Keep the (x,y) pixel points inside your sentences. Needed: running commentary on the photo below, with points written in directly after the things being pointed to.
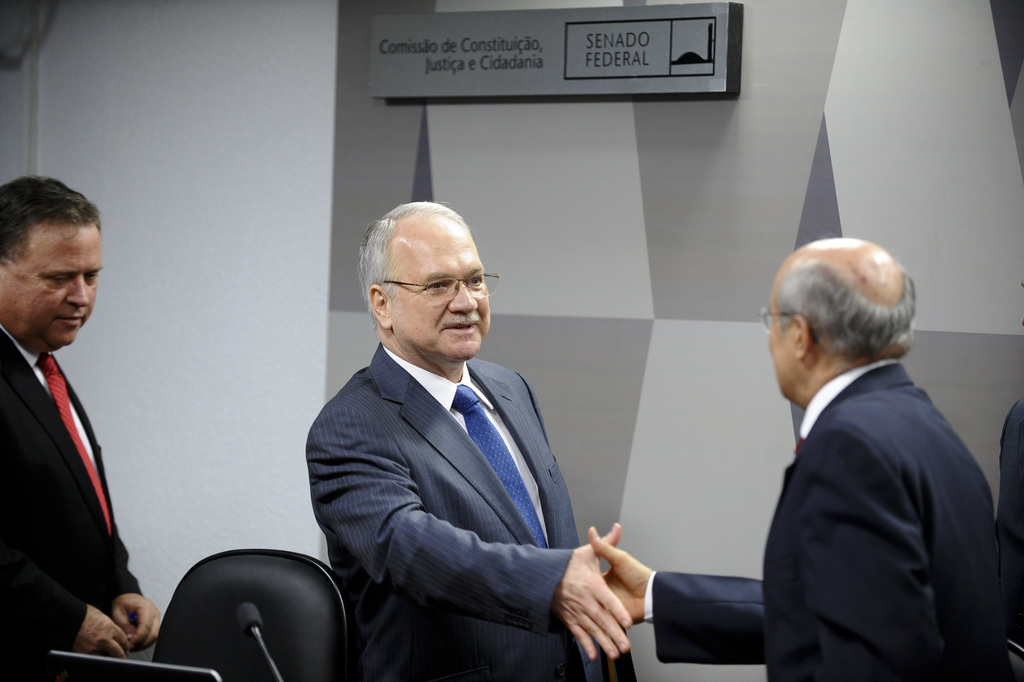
In this image, we can see two men (484,398) shaking hands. On the left side (50,484), we can see a man (92,508) standing. We can see the wall (248,218) and there is a name board (608,77) on the wall (807,58).
